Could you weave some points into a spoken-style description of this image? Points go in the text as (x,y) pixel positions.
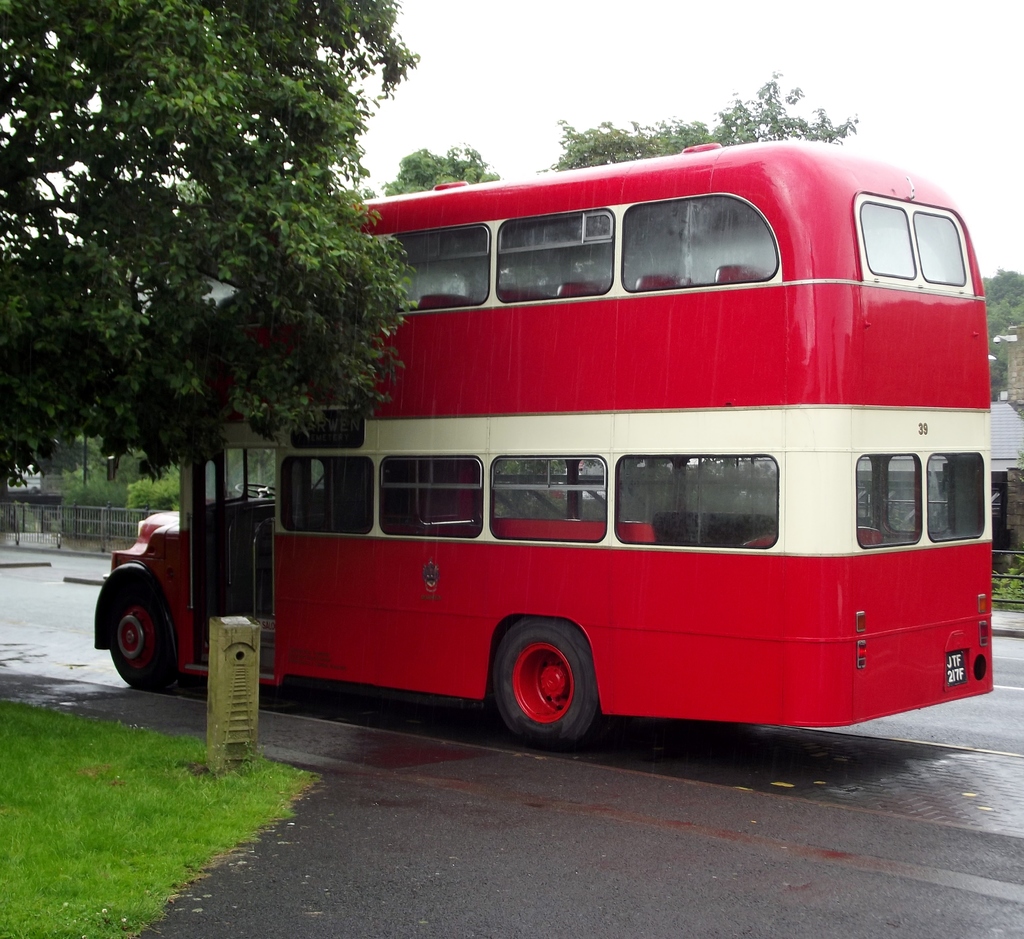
In this image there is a bus (719,700) on the road (1016,774). On the left side of the image (198,750) there is a grass (172,809) on the surface (87,778). Behind the bus (745,205) there is a metal fence (142,511). In the background of the image (670,110) there are trees (657,121), buildings (999,408) and sky (846,77).
